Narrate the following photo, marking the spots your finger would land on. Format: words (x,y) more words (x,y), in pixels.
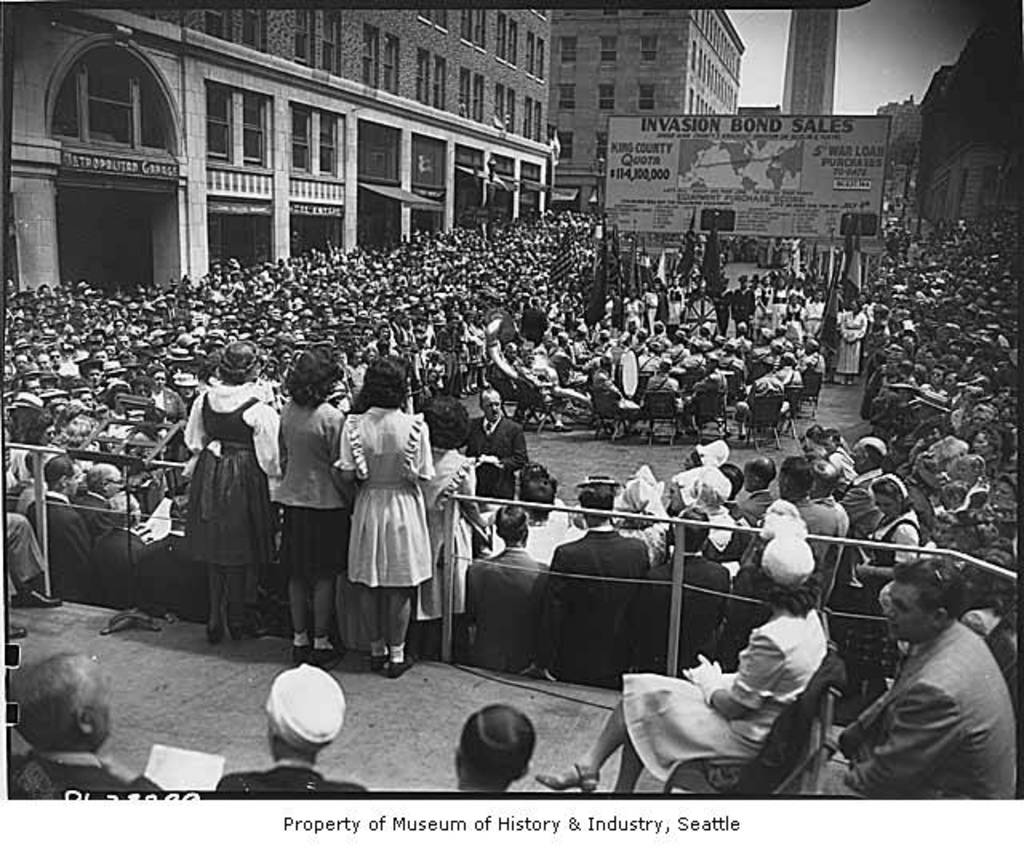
In the picture we can see group of people (229,462) standing, in the middle of the picture (671,395) there are some people (661,386) sitting on chairs (650,397) and in the background of the picture (711,211) there is board (626,122), there are some buildings (523,114).
